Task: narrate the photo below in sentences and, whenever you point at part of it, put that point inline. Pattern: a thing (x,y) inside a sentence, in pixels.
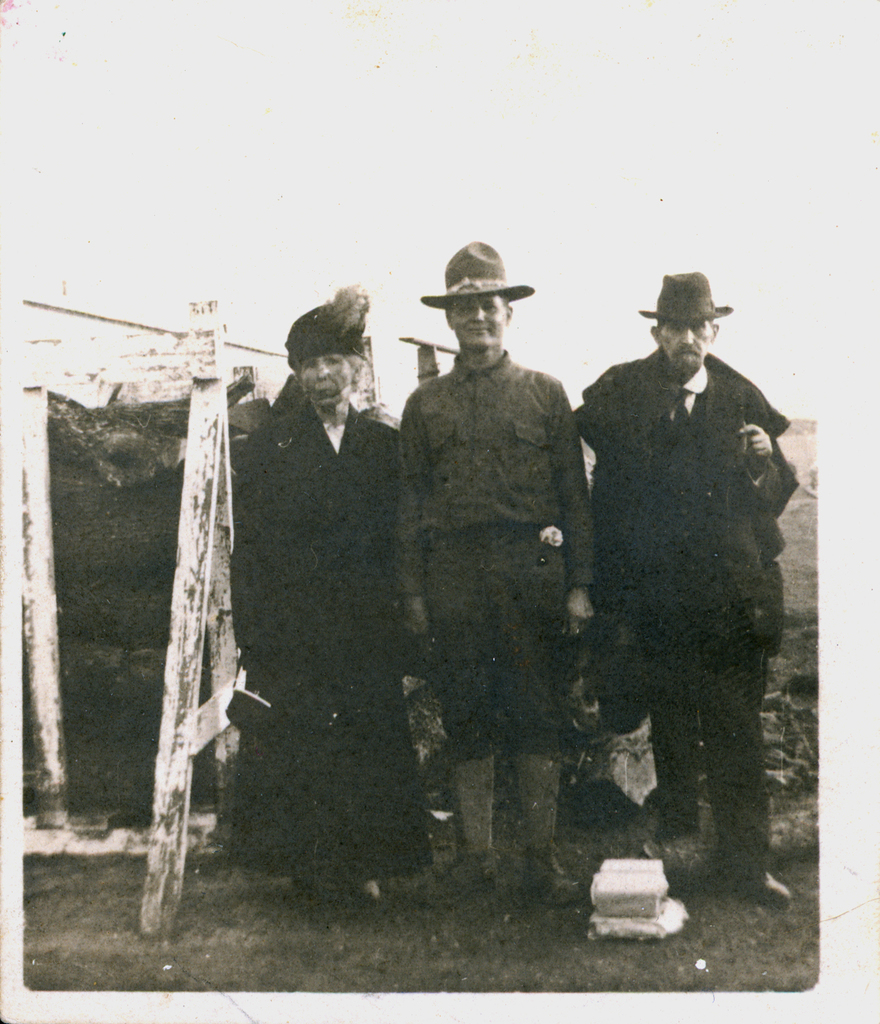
In this image in the center (484,587) there are persons (563,592) standing. On the left side (180,647) there are objects (191,650) which are white in colour and in the front (629,923) on the ground (584,942) there are objects (634,913) which are white in colour.
